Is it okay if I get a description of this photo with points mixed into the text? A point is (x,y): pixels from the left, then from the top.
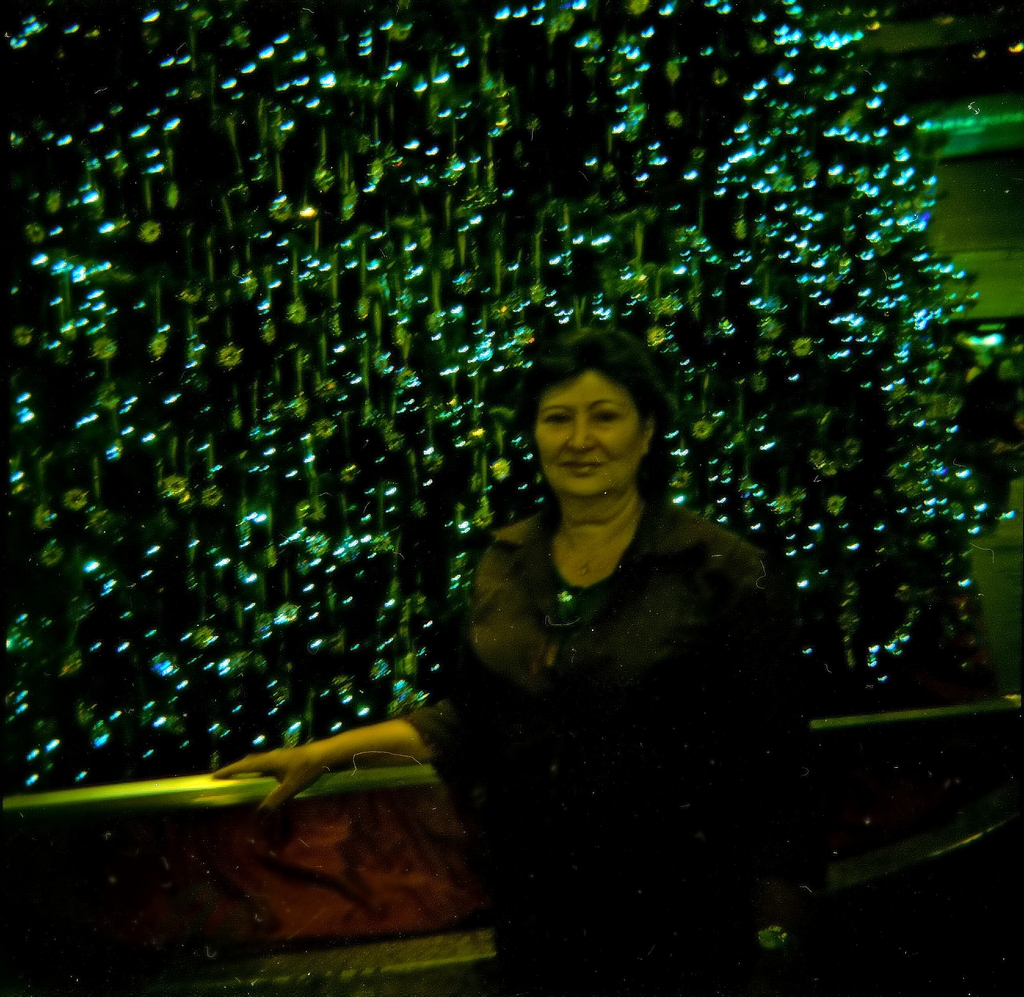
In this image in the center (555,466) there is one woman (592,592) standing, and in the background (695,179) there are some lights (685,181) and some poles (952,709) and wall (1007,278).
